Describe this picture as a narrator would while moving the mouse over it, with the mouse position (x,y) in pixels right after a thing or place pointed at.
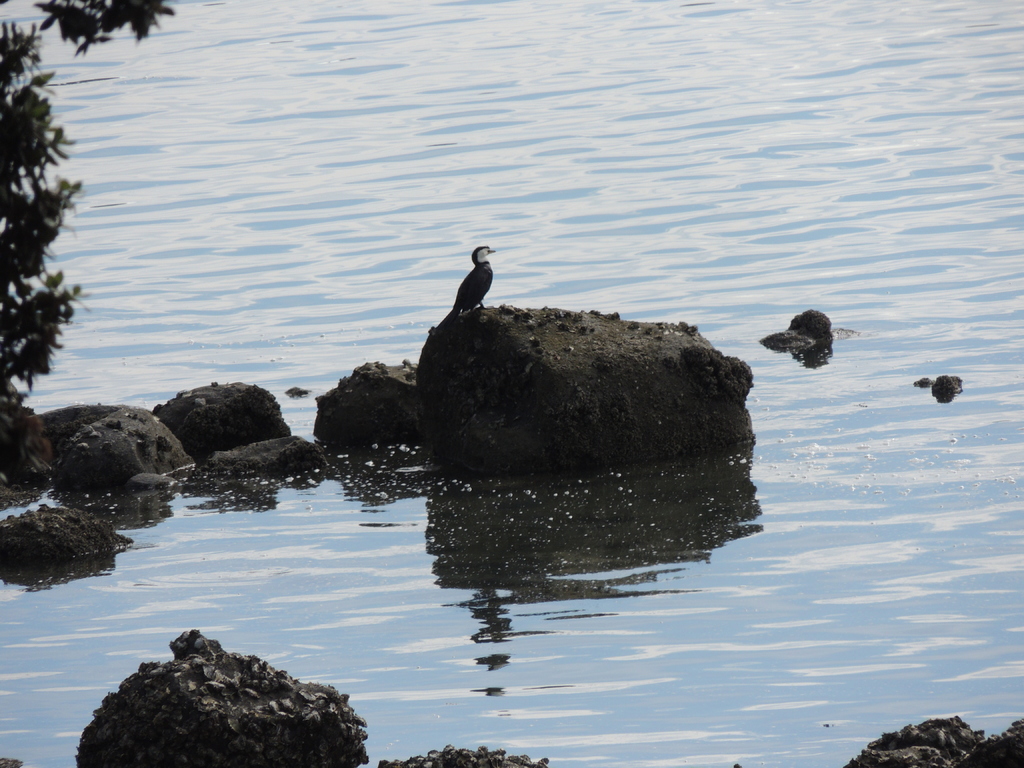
In this image a bird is standing on the rock (539,365) which is on water (819,127). Left side (43,357) there are few leaves (70,189) to the branches (38,167). Bottom of image (153,696) there are few rocks (246,716).
